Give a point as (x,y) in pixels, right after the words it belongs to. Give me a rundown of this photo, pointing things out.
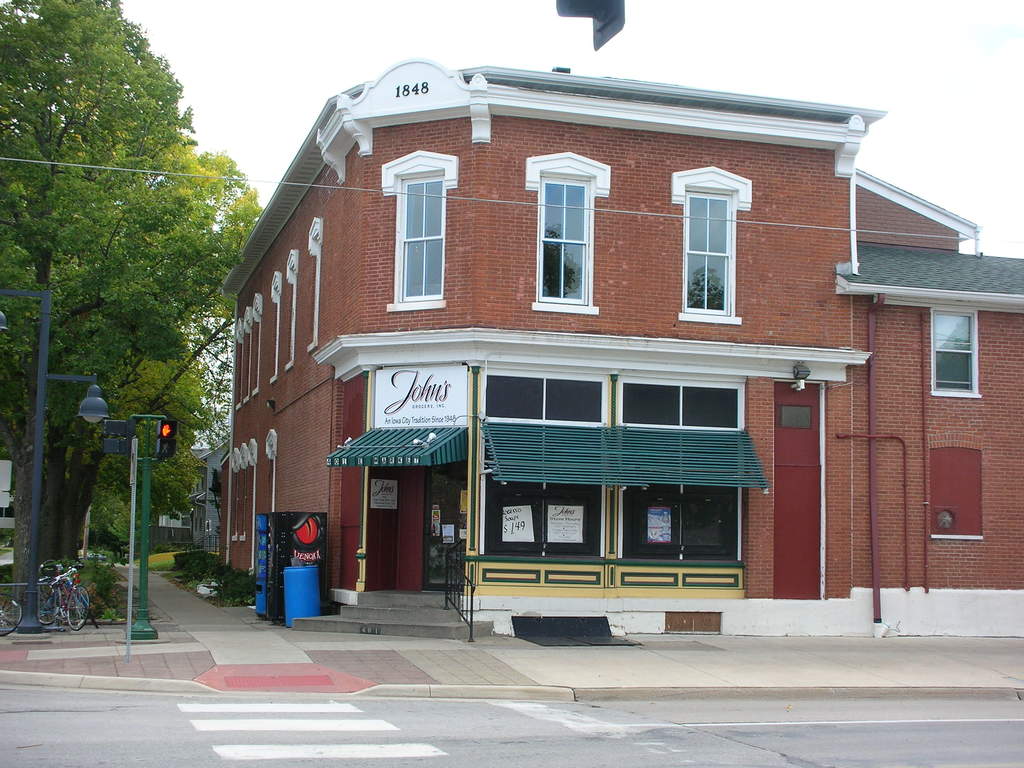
This is a building (674,350) with the windows (588,258), these are trees (120,287), this is road (582,710) and a sky (362,30).
